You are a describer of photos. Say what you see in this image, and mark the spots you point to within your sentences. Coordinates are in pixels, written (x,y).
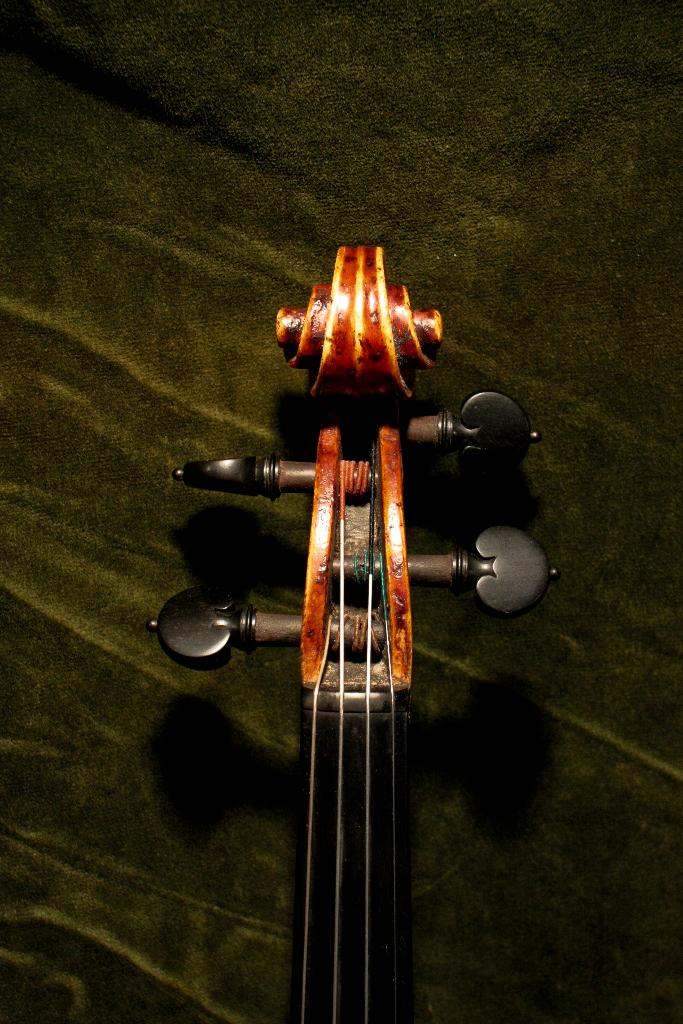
The violin scroll (337,361) is highlighted in this picture. These are tuners (359,558).
